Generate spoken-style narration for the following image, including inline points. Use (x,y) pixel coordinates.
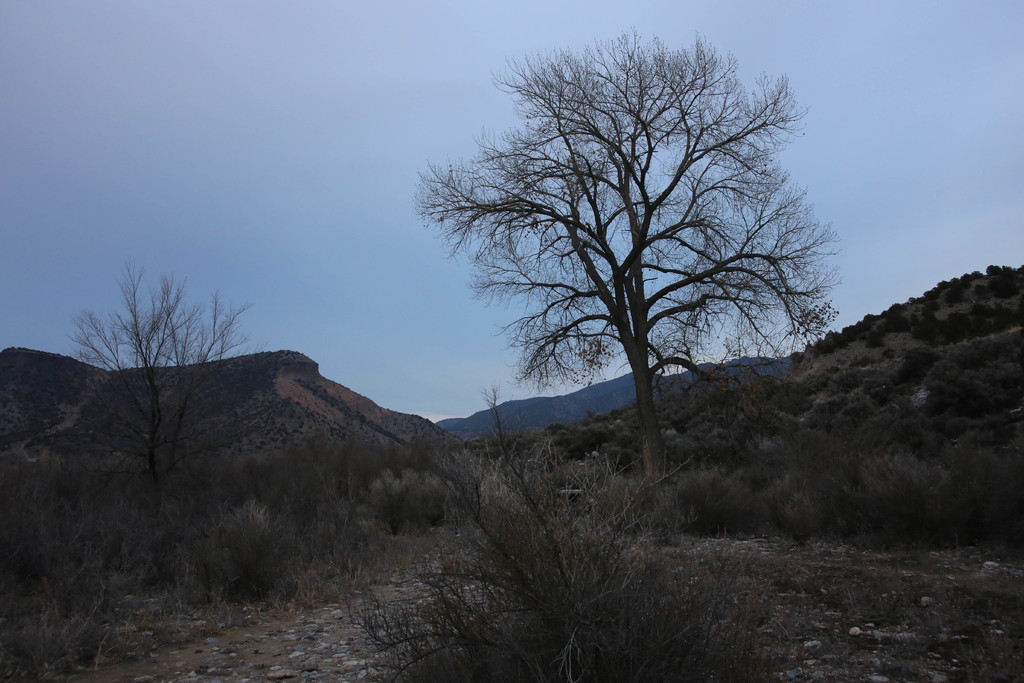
In this image at the bottom (863,614) there is sand (276,621), grass (188,601) and stones (291,610) and also we could see some plants (786,486) and trees (824,332). In the background (93,394) there are mountains (236,376), and at the top (482,104) there is sky (461,148).
